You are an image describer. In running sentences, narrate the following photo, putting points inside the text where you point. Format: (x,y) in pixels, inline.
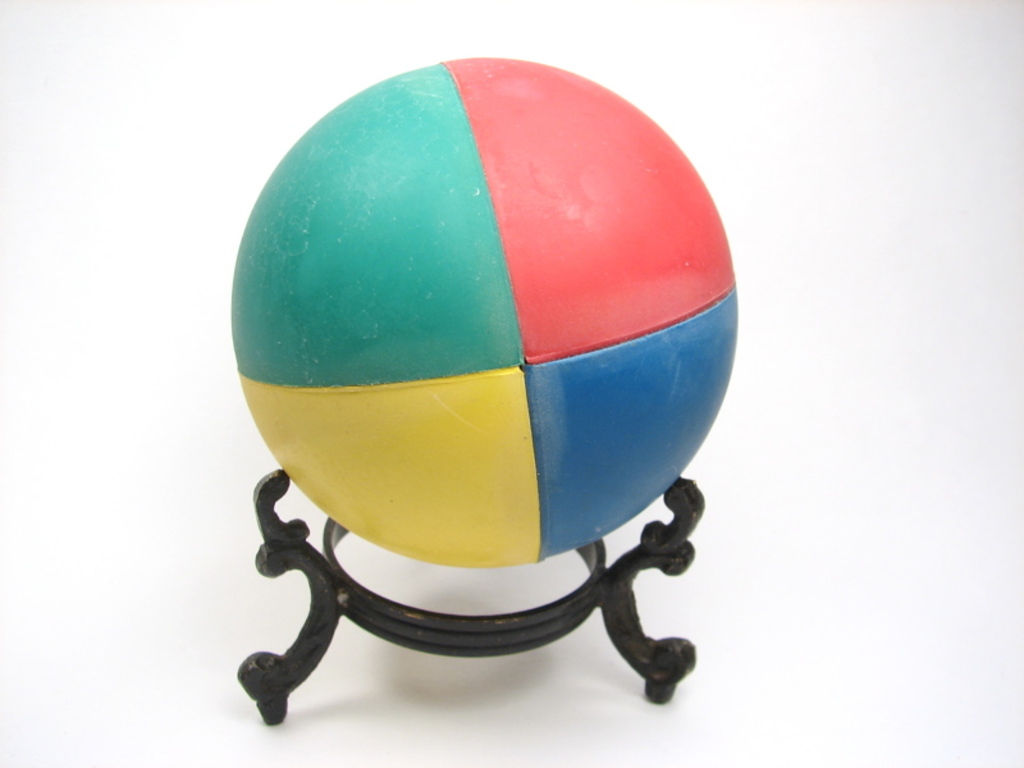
In this image I can see a ball (640,314) visible on black color stand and the background (135,421) is white.
